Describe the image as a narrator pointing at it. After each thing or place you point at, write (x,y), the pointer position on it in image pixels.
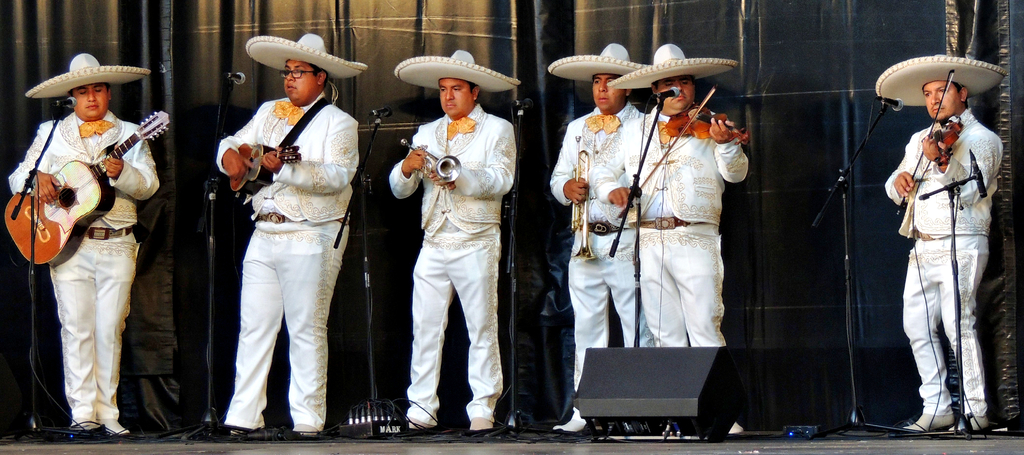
In this image there are six man (581,188) standing and playing the musical instrument (678,115), in front of the man (670,142) there is a micro phone (679,94), at the back ground (756,41) i can see a curtain (746,49).
